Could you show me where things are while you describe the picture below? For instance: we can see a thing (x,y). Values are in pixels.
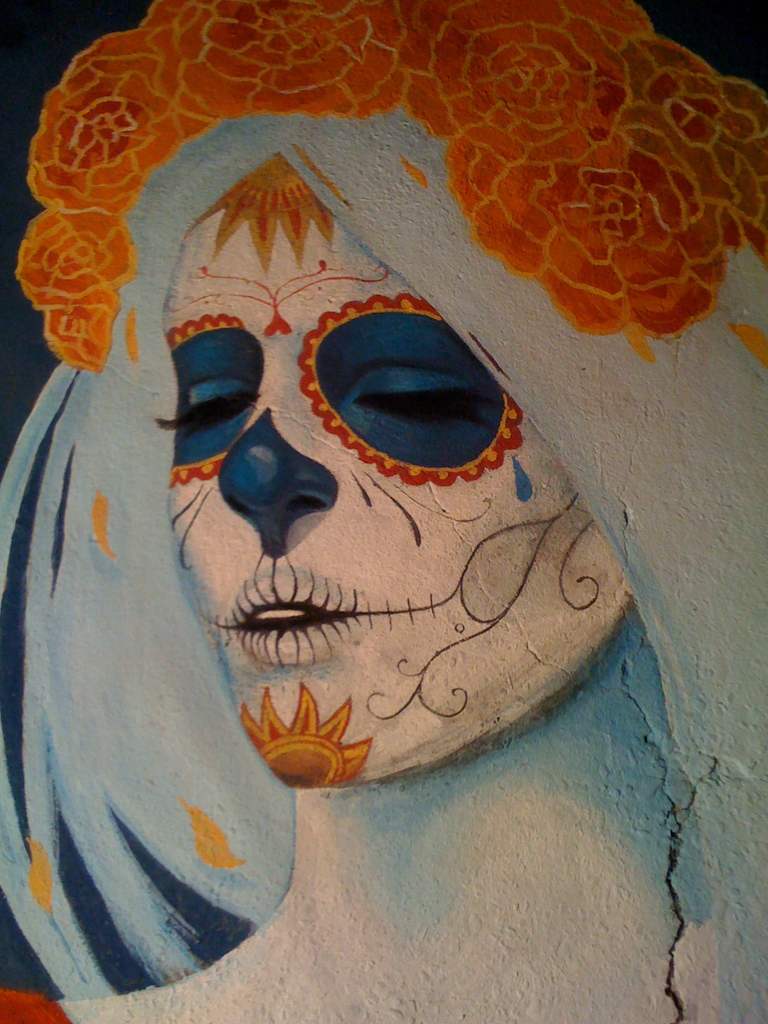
In this image we can see a painting (487,627) of a person (303,302).
